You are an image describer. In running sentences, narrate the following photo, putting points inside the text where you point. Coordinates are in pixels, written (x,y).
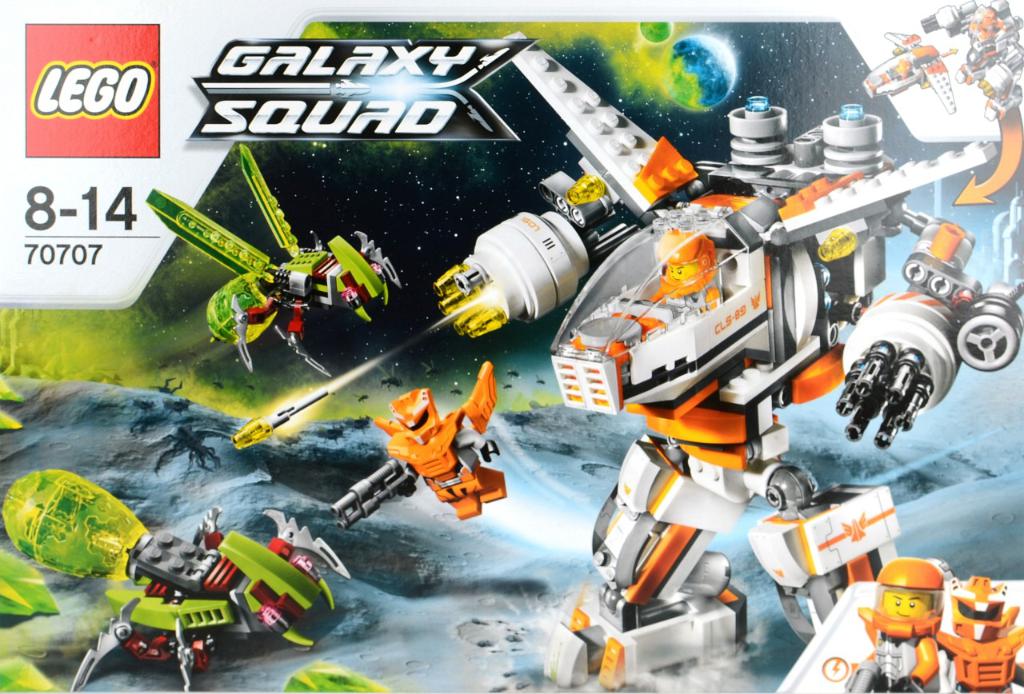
There is a poster (388,368) in which there is a robot (905,271), there are animated persons (705,268), one operating the robot (726,314), there are alien bugs (242,313), one flying in the air (420,264), there are planets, there is ground (414,566), there are stars (490,167) in the sky (687,111), there is logo (97,97), there are numbers (131,210) and texts (384,128).
